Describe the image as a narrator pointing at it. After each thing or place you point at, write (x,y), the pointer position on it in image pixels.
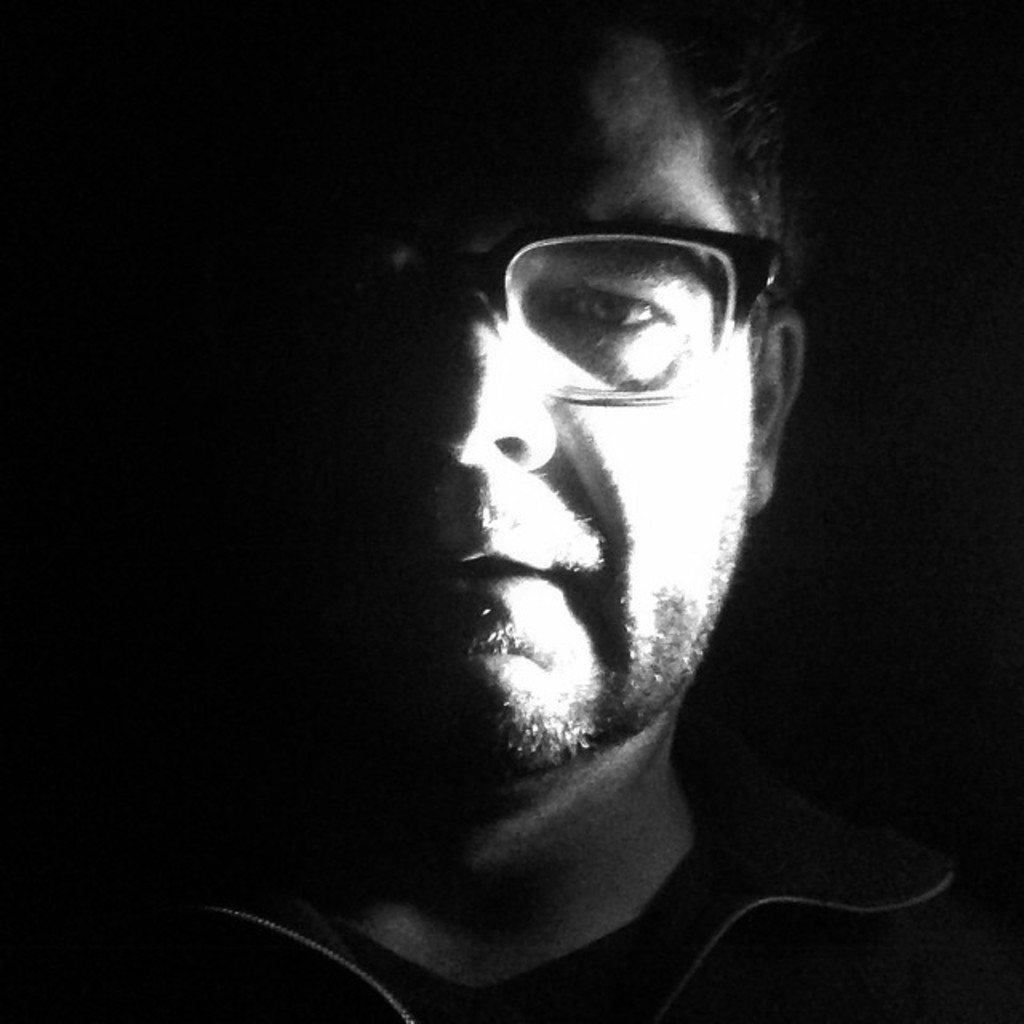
In this picture I can see a man (491,579), he is wearing the spectacles (636,363), this image is in black and white color.
